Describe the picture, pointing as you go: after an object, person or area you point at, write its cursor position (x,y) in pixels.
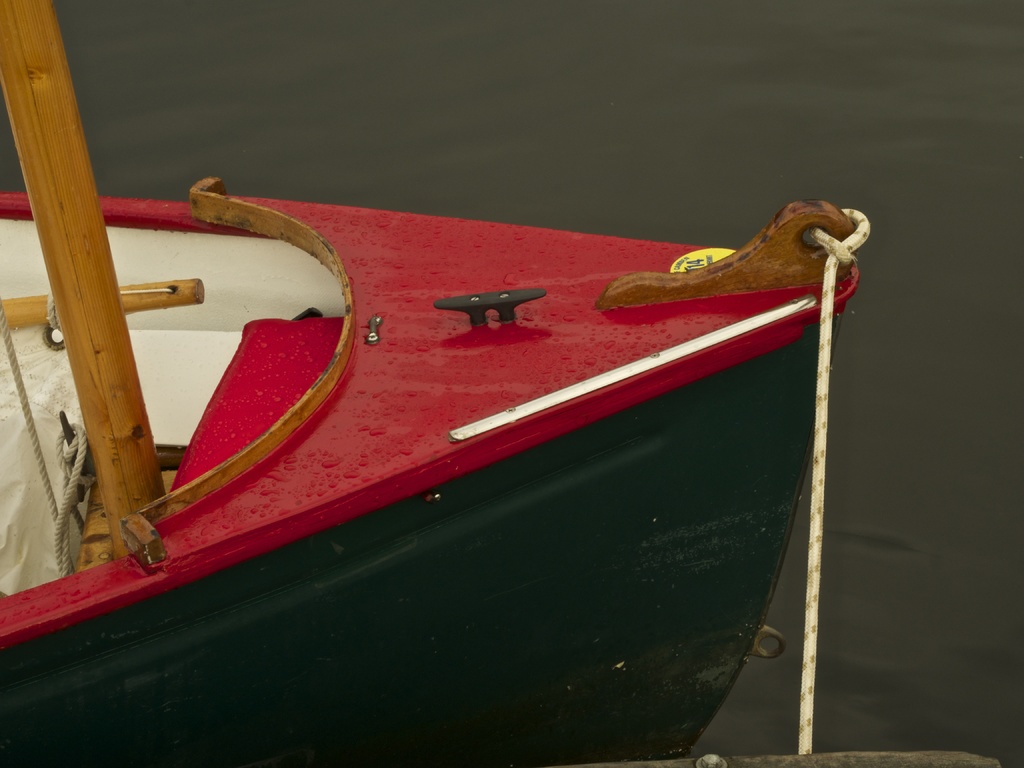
In this image we can see the part of a boat (501,410), which is on the river (859,616).
